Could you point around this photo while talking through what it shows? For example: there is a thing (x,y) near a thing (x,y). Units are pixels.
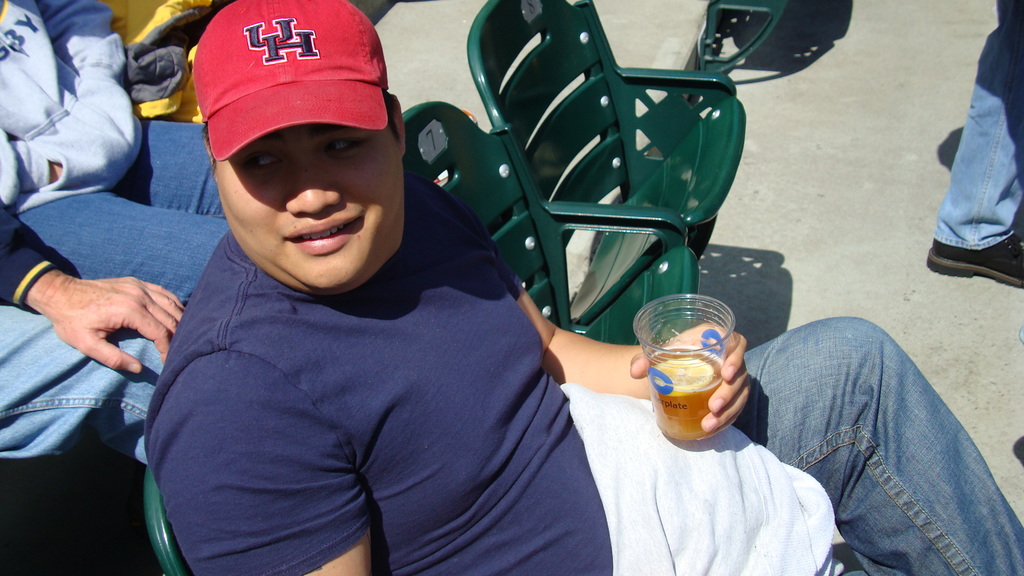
In this image we can see people (587,471) sitting. The man (557,485) sitting in the center (671,366) is holding a plastic cup (693,429) and there are chairs (618,233). On the right (984,172) we can see a person's leg (986,192).
